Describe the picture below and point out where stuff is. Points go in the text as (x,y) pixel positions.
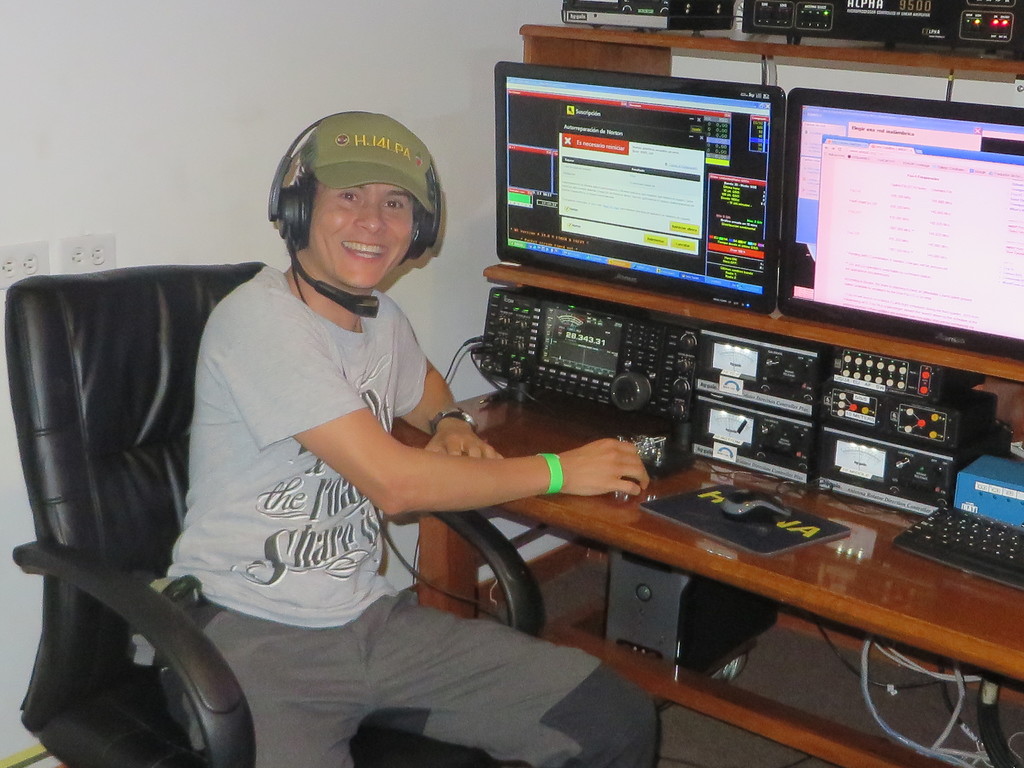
In this picture there is a man (289,461) who is wearing a grey shirt (286,426) and is wearing a headphone (283,219) and a cap (371,158) on his head (367,193). He is sitting on the chair (101,515). There is a computer (626,215). There is a loudspeaker (660,603) there is a mouse (741,504).
